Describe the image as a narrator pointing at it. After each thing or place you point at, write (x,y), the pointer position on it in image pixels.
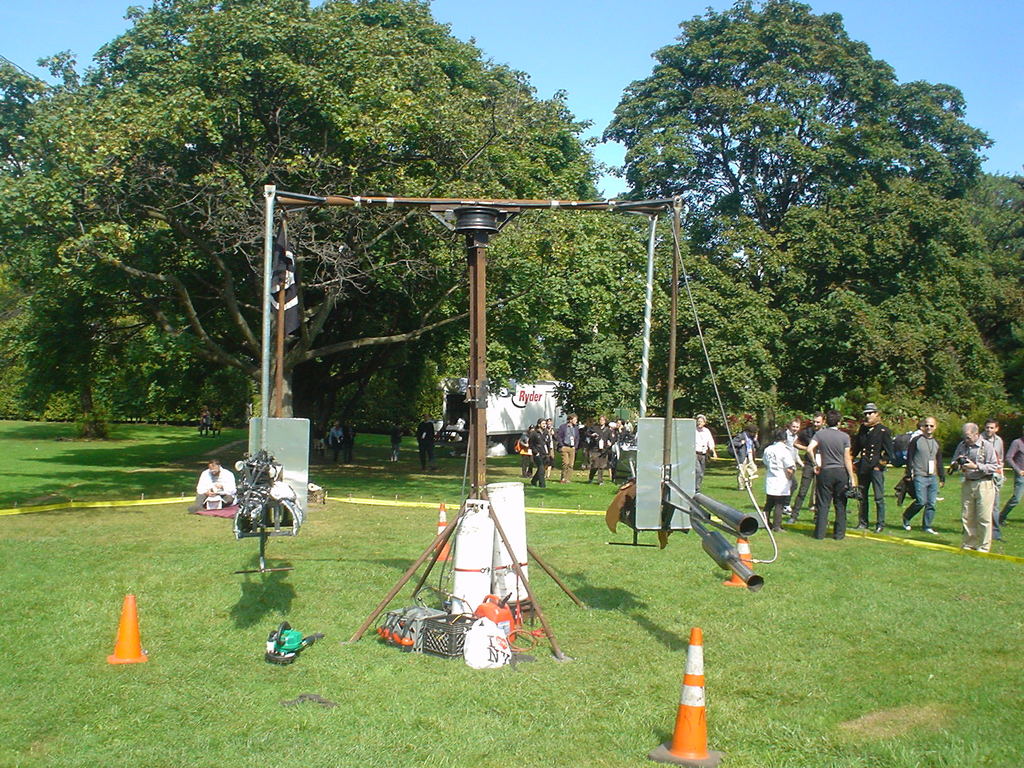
As we can see in the image there are traffic cones (699,705), few people (832,460) and trees (504,111). There is a truck (509,404), grass (366,611) and at the top (685,10) there is sky (664,19).
